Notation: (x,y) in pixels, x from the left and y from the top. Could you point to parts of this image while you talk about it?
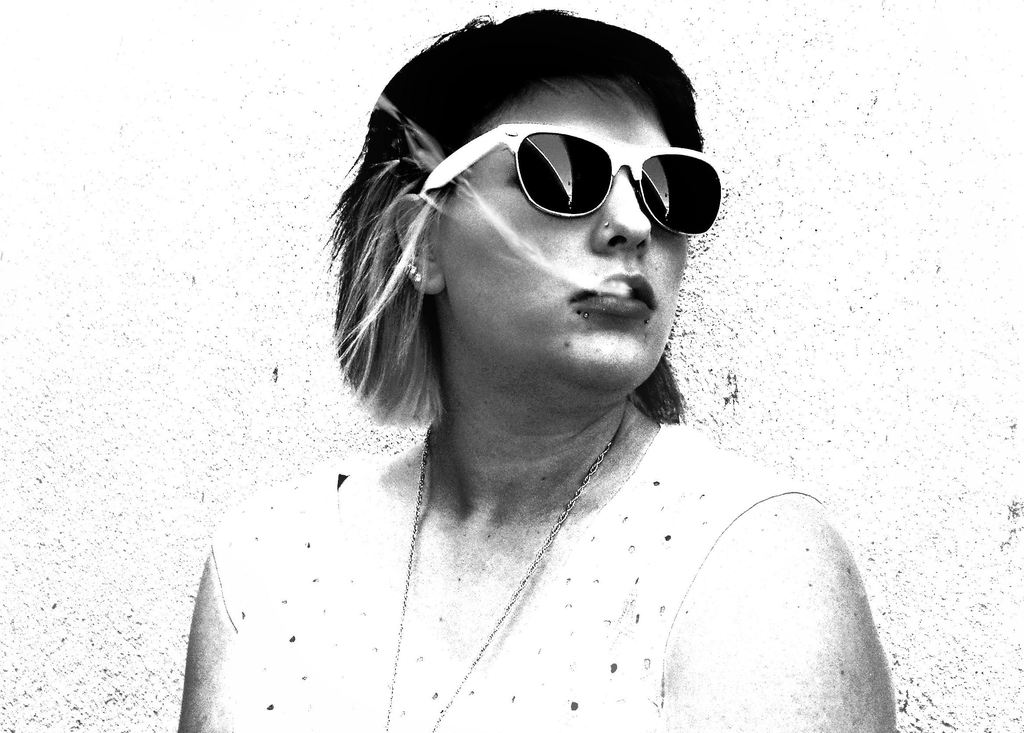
This is a black and white image. In the center of the image (516,388) we can see a lady (421,380) is wearing dress (645,524), chain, goggles (677,154). In the background of the image (969,293) we can see the wall (998,170).
